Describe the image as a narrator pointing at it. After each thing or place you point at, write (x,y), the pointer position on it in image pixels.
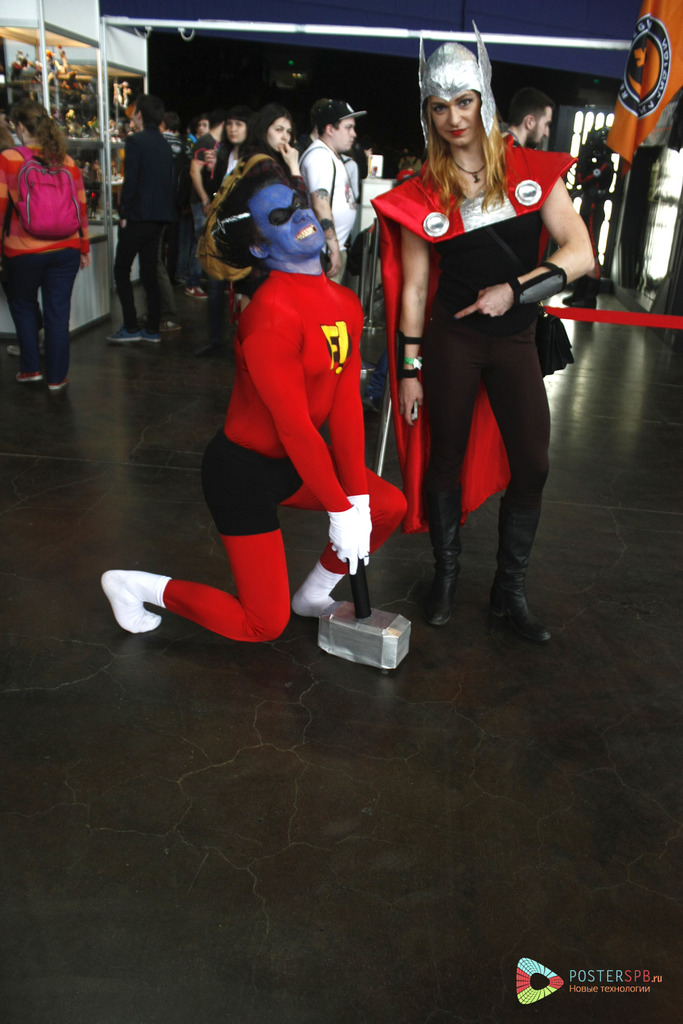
This image is taken indoors. At the bottom of the image (312,938) there is a floor (219,819). In the background (94,145) there is a stall (75,73). A few people (216,156) are standing and a few (66,250) are walking on the floor (79,348). There is a flag (621,124). In the middle of the image (294,387) there is a man (259,292) and there is a woman (459,313). A man (342,298) is holding a hammer (345,632) in his hands (352,571).
